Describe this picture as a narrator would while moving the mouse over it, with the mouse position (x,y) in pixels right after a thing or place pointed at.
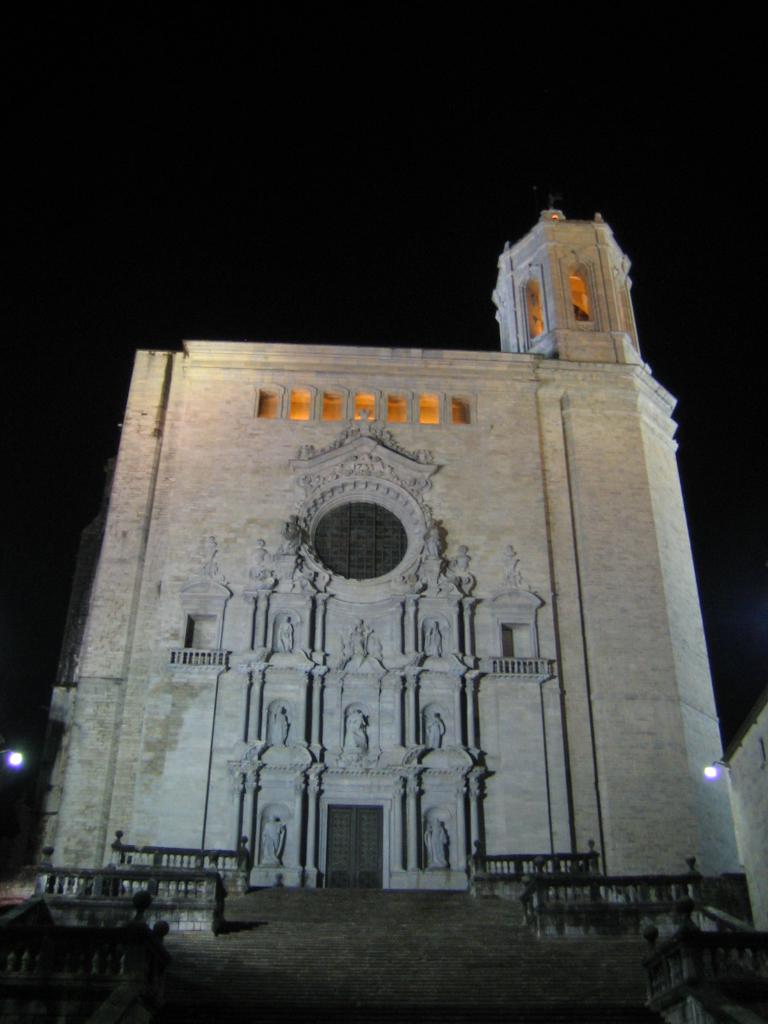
In the picture I can see a building (476,765) and street lights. In the background (201,121) I can see the sky (255,213). Here I can see steps (401,926) and some other objects (157,962).
